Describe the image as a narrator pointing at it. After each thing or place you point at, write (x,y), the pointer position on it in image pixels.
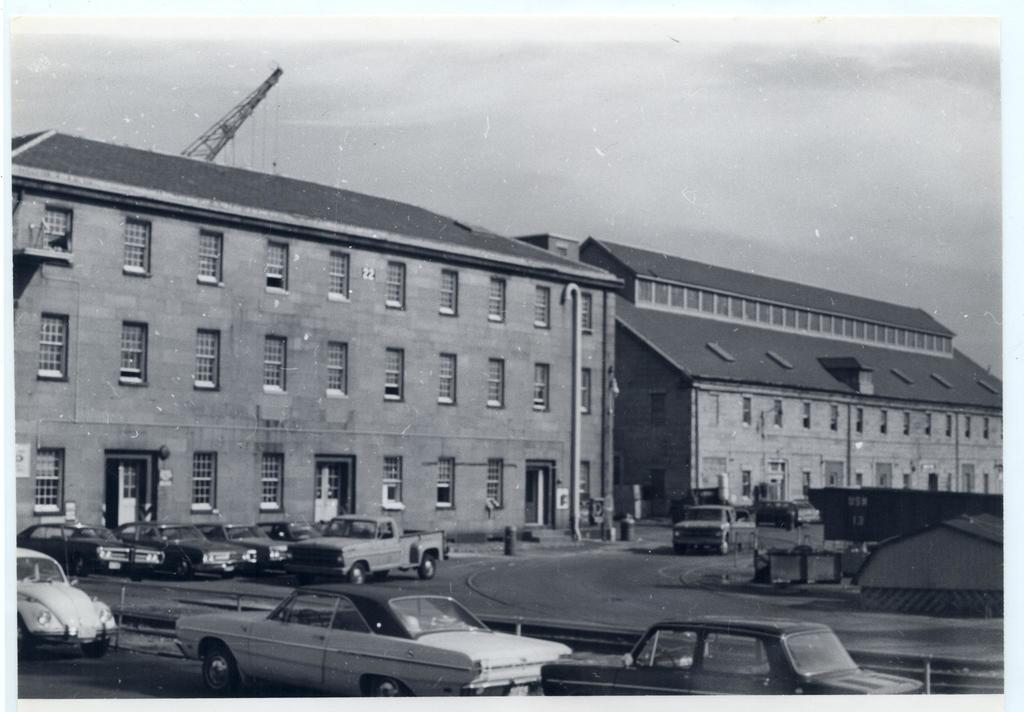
This is a black and white image. We can see some buildings (536,520). We can see the ground (505,576) with some objects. There are a few vehicles (642,639). We can see some poles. We can also see a tower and the sky (621,166).
